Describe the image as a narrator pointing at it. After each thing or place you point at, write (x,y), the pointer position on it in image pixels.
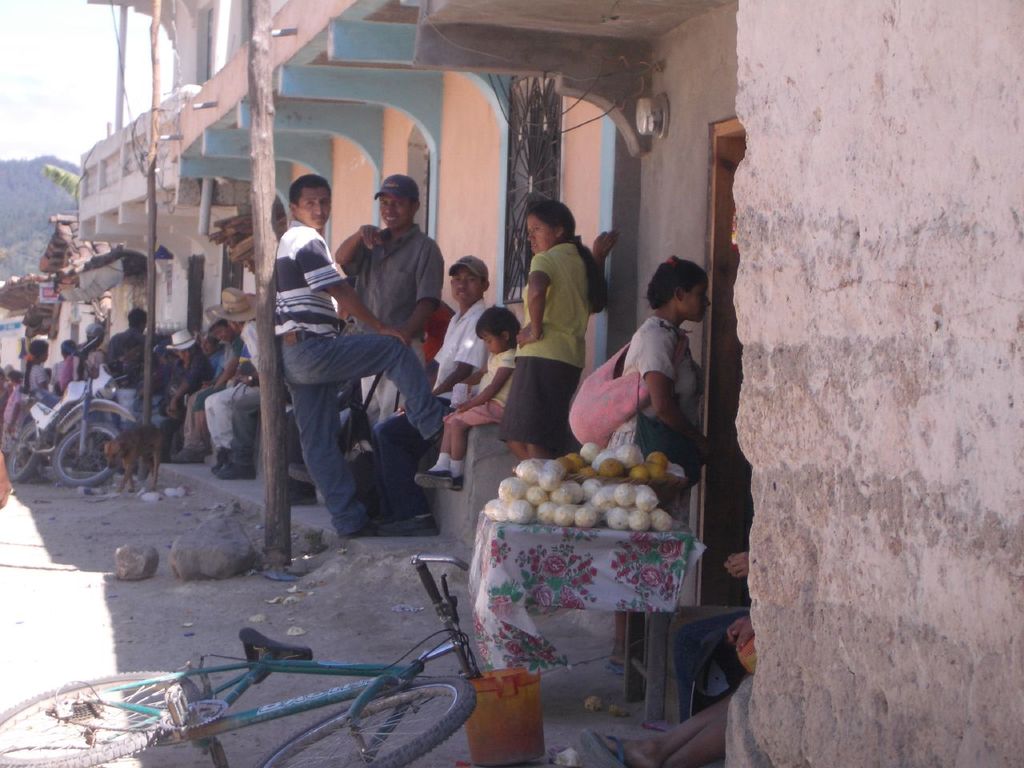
In this image there are buildings (202,120) to the right (908,496). There are people (289,223) sitting and a few (360,345) standing at the building (189,140). At the bottom (146,709) there is a cycle (236,690) on the ground (214,683). To the right (908,477) there is a wall (872,518). Beside the wall (834,677) there is a table (551,553). On the table (582,535) there are a few objects (559,462). Beside the table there is a woman (637,370) standing and wearing a bag (603,402). In the background (42,217) there are mountains (43,198). At the top (42,57) there is a sky (79,55). On the ground (96,549) there are rocks (148,558) and a dog (140,449).
